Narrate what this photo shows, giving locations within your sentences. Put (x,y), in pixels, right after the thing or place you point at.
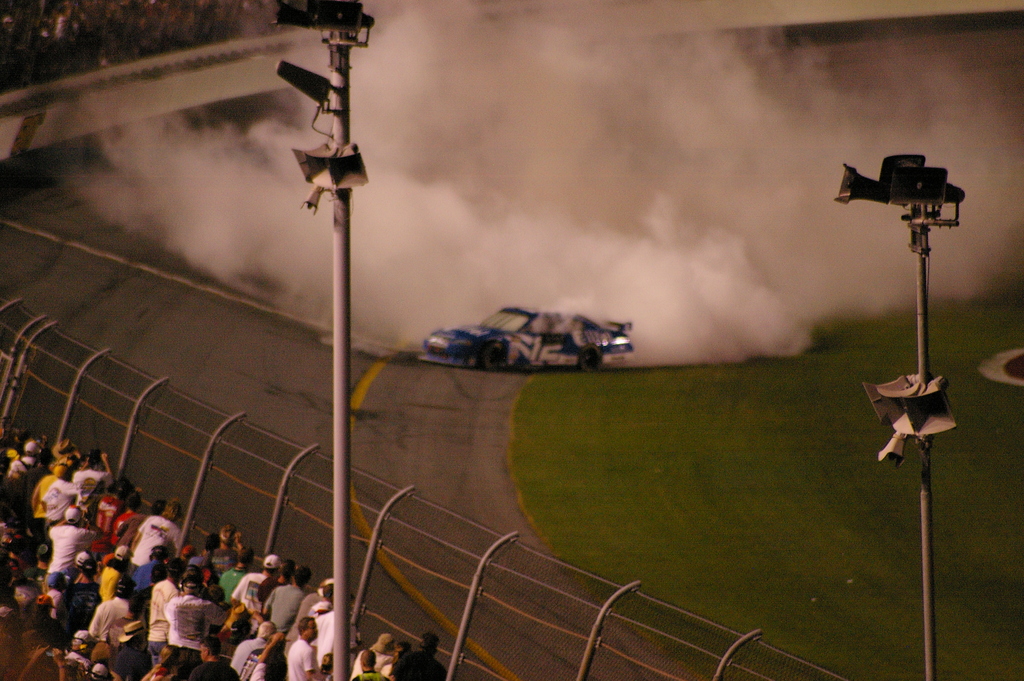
In this picture there are people (281,633) in the bottom left side of the image (177,537) and there is a car (508,342) in the center of the image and there is grassland (898,540) and a pole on the right side of the image (702,559), there is smoke (445,186) in the center of the image (578,254).
